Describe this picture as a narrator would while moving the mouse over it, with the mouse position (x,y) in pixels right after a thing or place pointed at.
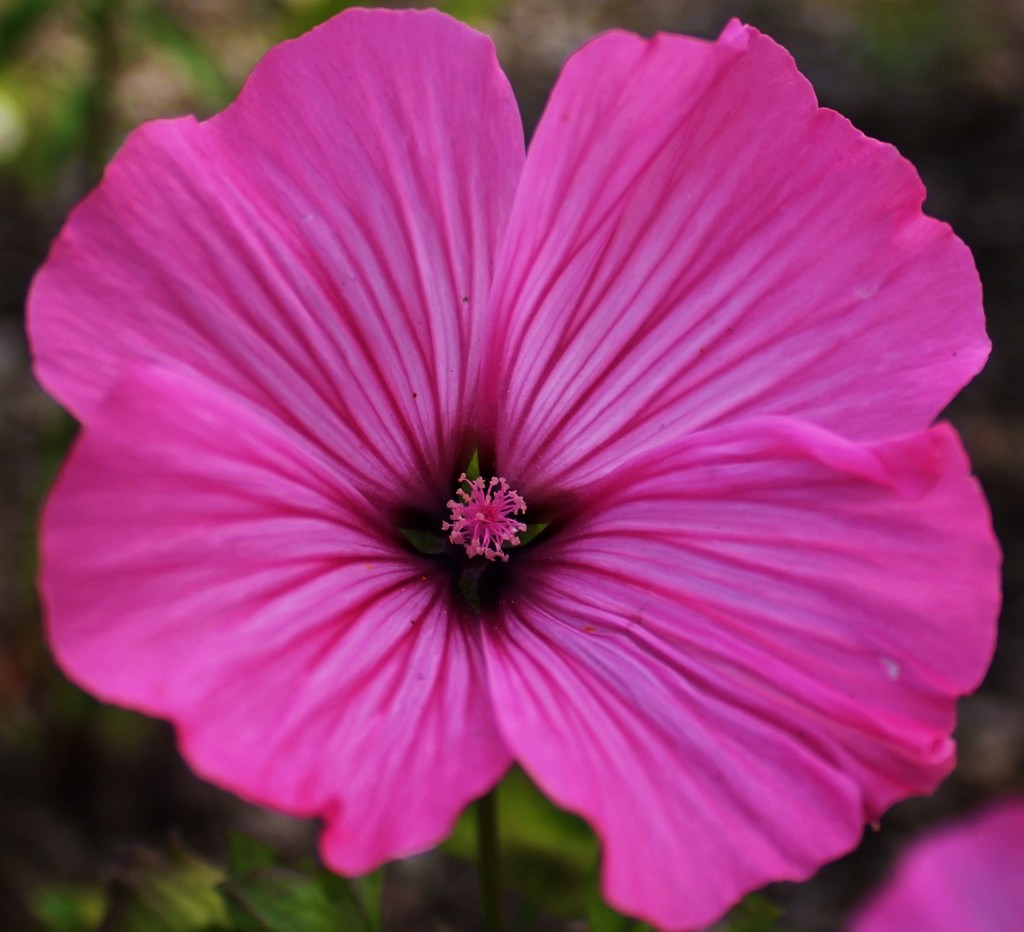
In this image we can see a pink colored flowers (458,440).
